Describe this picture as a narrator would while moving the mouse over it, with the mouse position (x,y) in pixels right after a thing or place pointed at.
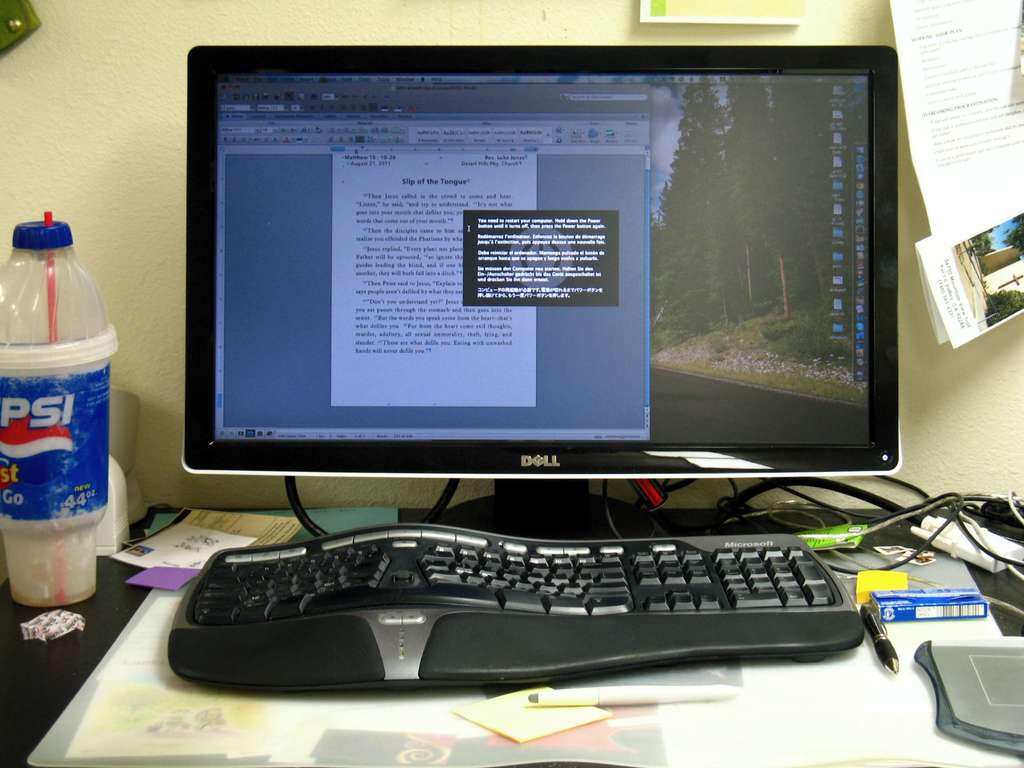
In this image there is a monitor (382,447), keyboard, pen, box (891,611), mouse pad (964,667), cables (824,484), paper (468,711), bottle (56,583), straw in a table (8,711) and in back ground (91,158) there is paper (915,139) stick to the wall (947,386).
